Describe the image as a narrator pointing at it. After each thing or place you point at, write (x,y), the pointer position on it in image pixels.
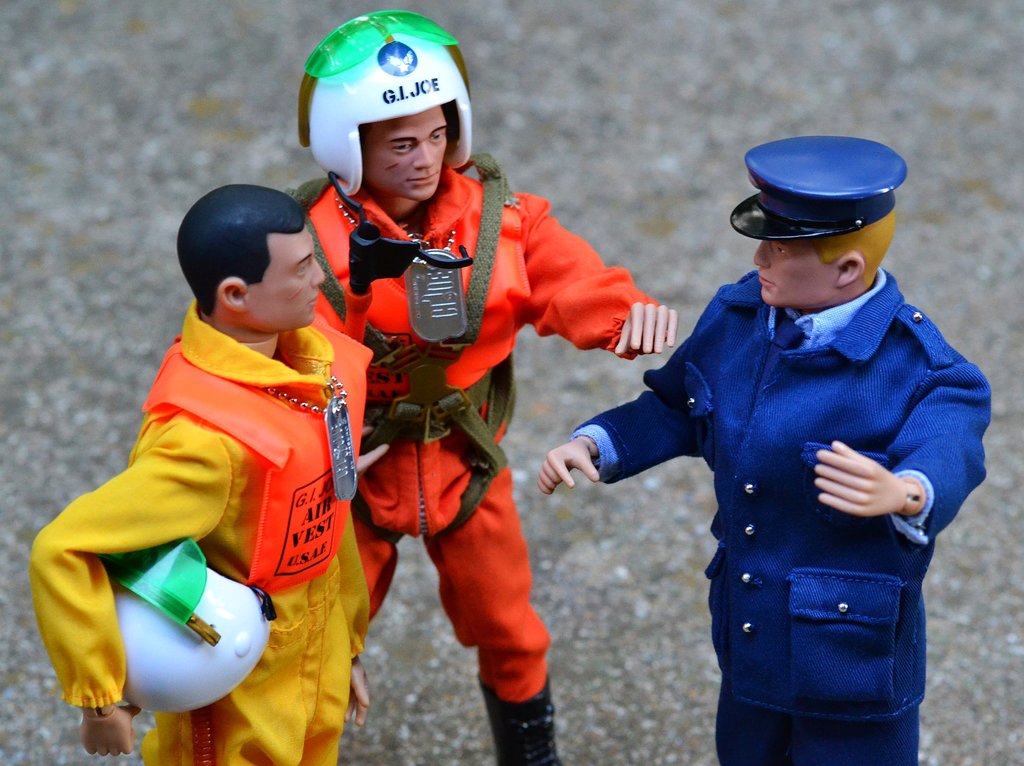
In this image we can see three toys (877,611). One toy (840,377) is wearing blue dress (853,381) and a cap (835,227) and other is wearing orange dress (488,591) and a helmet (468,146).
